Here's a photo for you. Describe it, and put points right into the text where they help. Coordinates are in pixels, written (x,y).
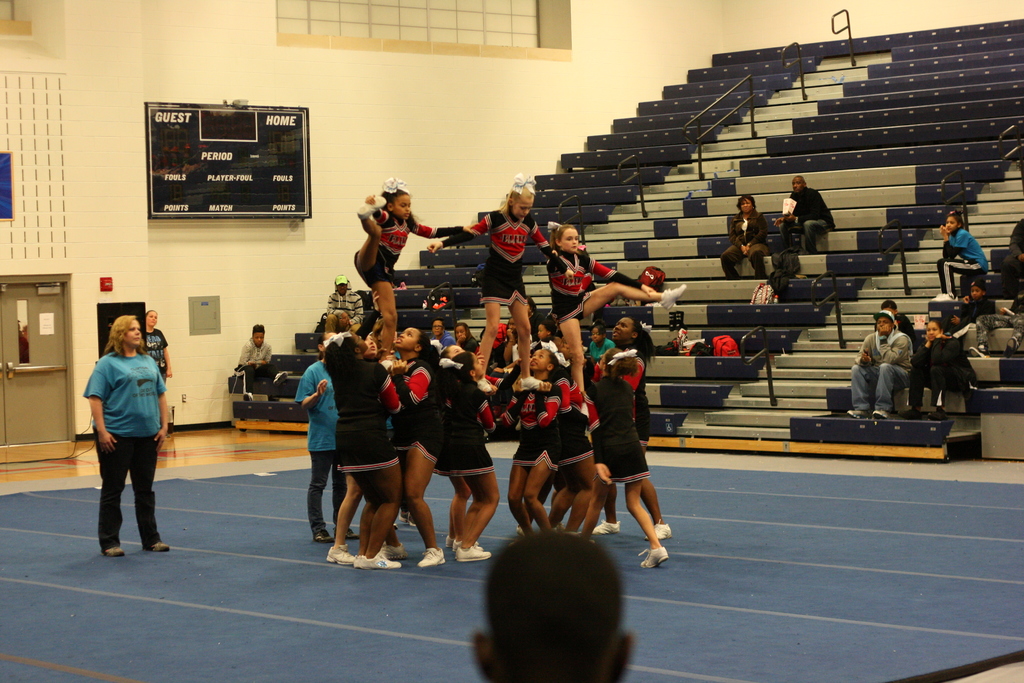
In this picture we can see some people (142,398) standing on the ground (678,500), some people (741,234) sitting on steps (883,131), bags (708,349) and some objects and in the background (53,301) we can see a door (64,317) with a poster (43,323) on it, score board (233,139), walls (373,119).
